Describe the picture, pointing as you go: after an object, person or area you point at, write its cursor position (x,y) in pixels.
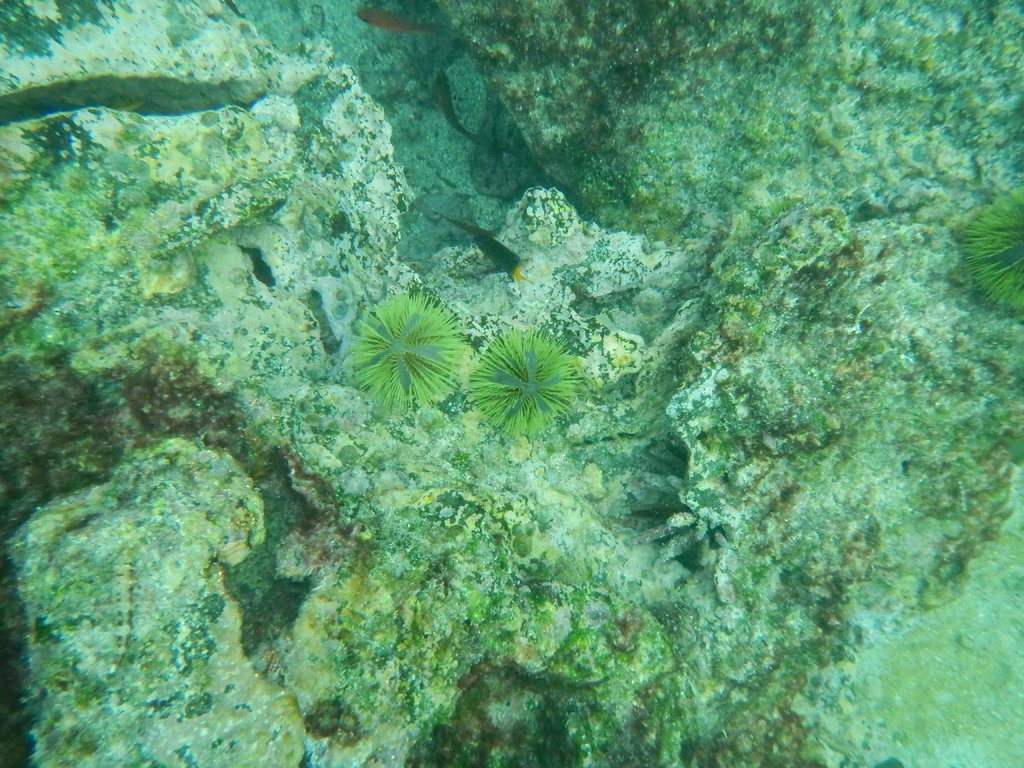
In this image we can see inside of water (432,133). We can see the aquatic animals (462,127), plants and rocks (329,487).
